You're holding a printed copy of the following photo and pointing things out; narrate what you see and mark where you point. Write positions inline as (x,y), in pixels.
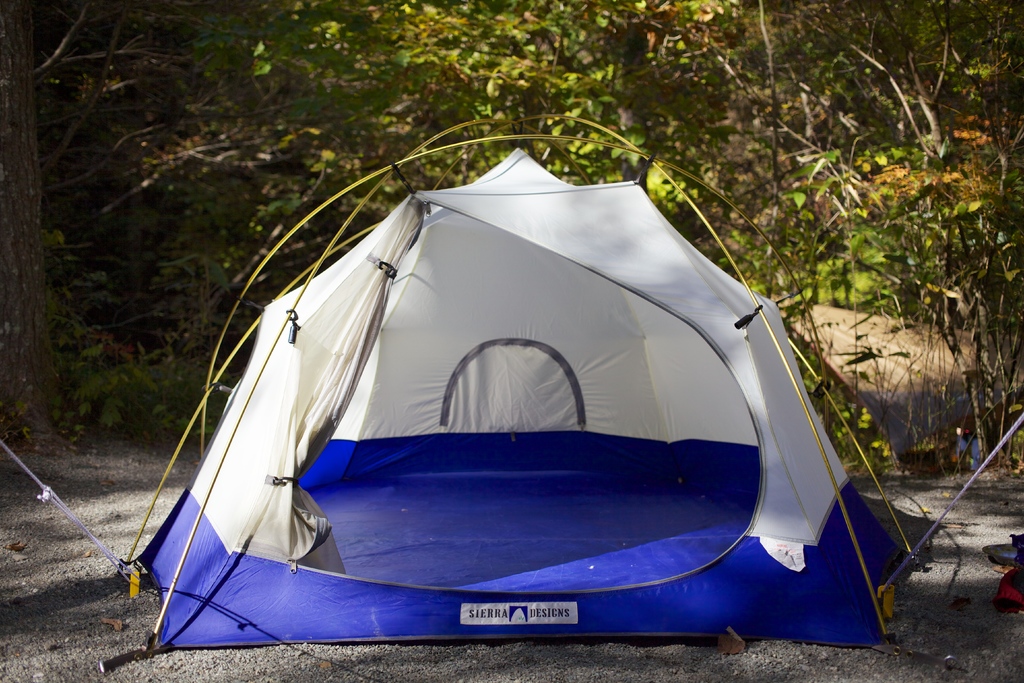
Here we can see camping tent (440,496) with ropes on the surface (354,652). Background (852,212) we can see leaves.
